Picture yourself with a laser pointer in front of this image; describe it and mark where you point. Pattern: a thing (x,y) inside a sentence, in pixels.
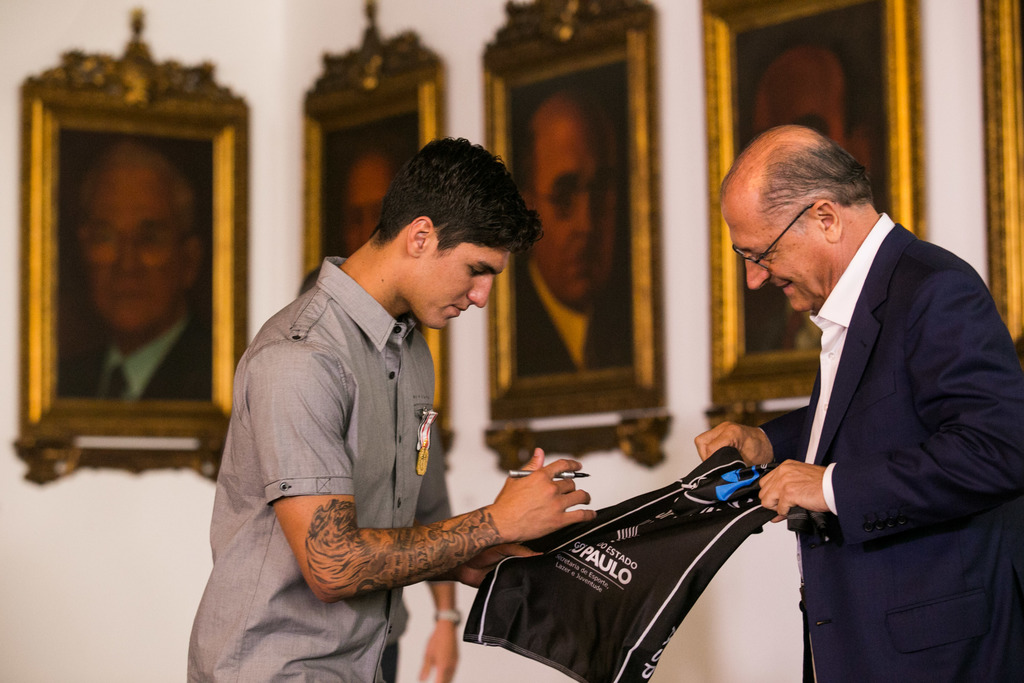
In the picture we can see an old man (986,380) with a blue color blazer (908,333) and white shirt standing and holding some cloth (530,618) which is black in color and something written on it and a boy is also holding a same cloth (518,630) in his hand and hold a pen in the other hand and he is wearing a shirt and to his hand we can see a tattoo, and in the background (11,622) we can see a wall (53,533) with some photo frames (32,115) and photos (203,385) of humans (189,390) in it.
